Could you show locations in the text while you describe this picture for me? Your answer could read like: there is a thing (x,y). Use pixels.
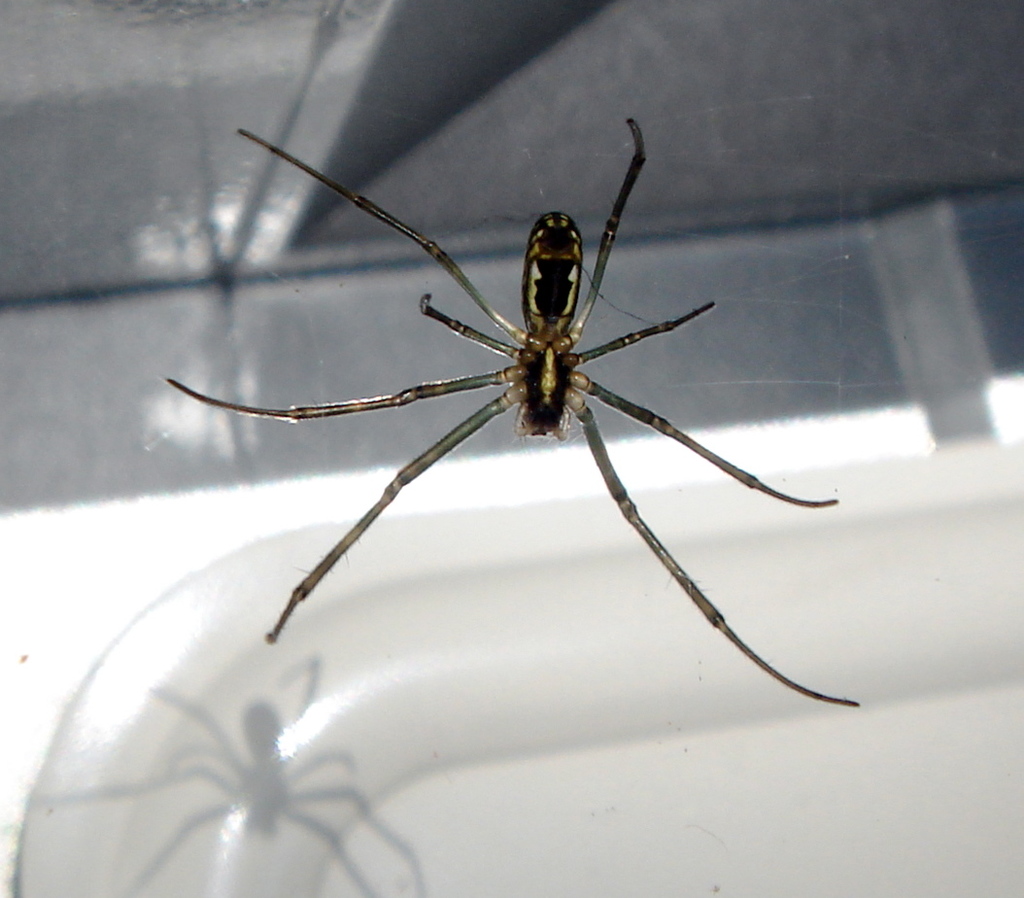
In this image in the front (522,391) there is a spider (506,409).
